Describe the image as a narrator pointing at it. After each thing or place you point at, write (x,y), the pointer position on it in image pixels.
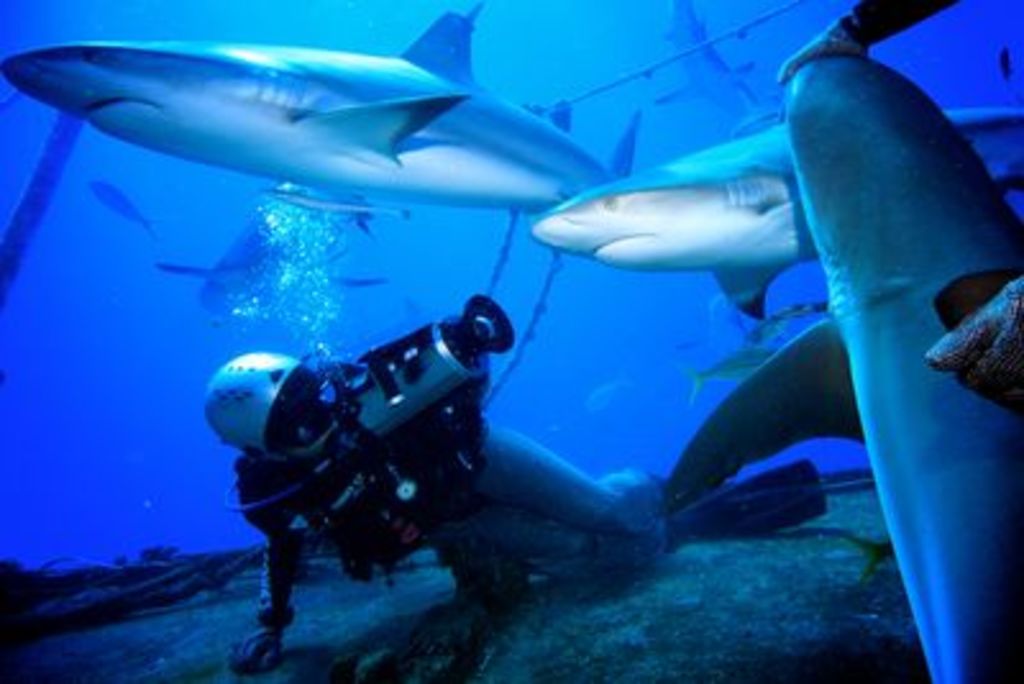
In the image I can see there is a person (378,515) doing scuba diving under the water (114,366) around him there are so many fishes (943,142).
